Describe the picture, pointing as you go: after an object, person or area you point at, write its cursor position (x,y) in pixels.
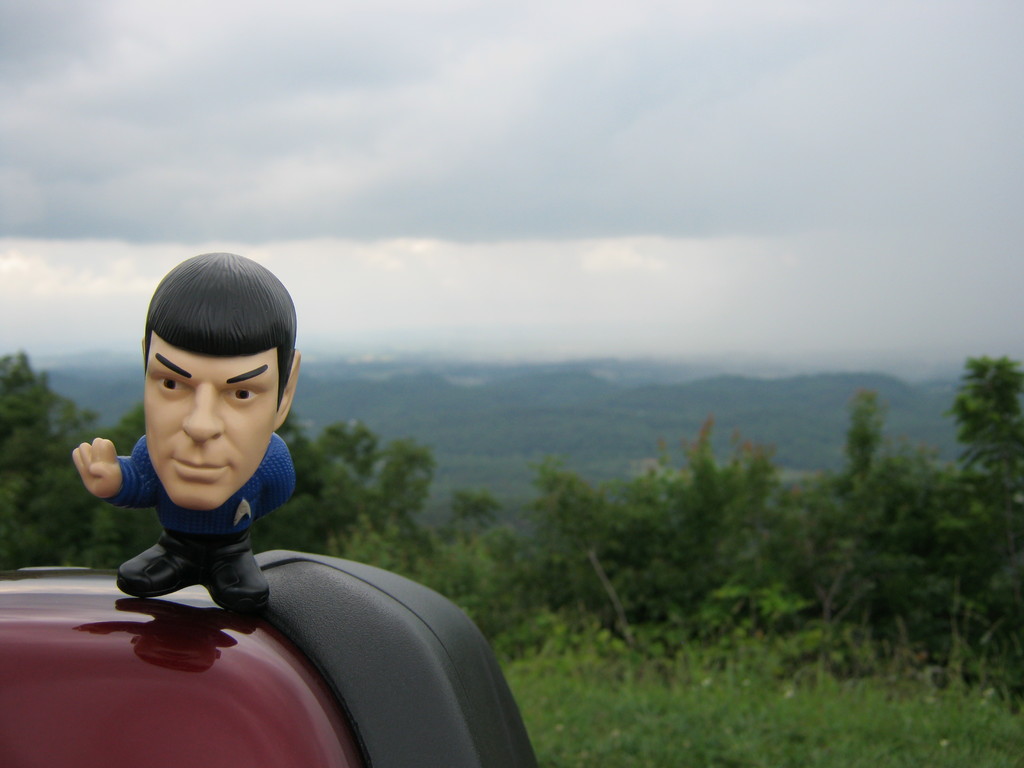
In this picture we can see a toy (255,576) on an object (417,604), plants (688,648) and trees (586,582). In the background of the image (597,415) we can see hills (690,430) and sky (513,246).
